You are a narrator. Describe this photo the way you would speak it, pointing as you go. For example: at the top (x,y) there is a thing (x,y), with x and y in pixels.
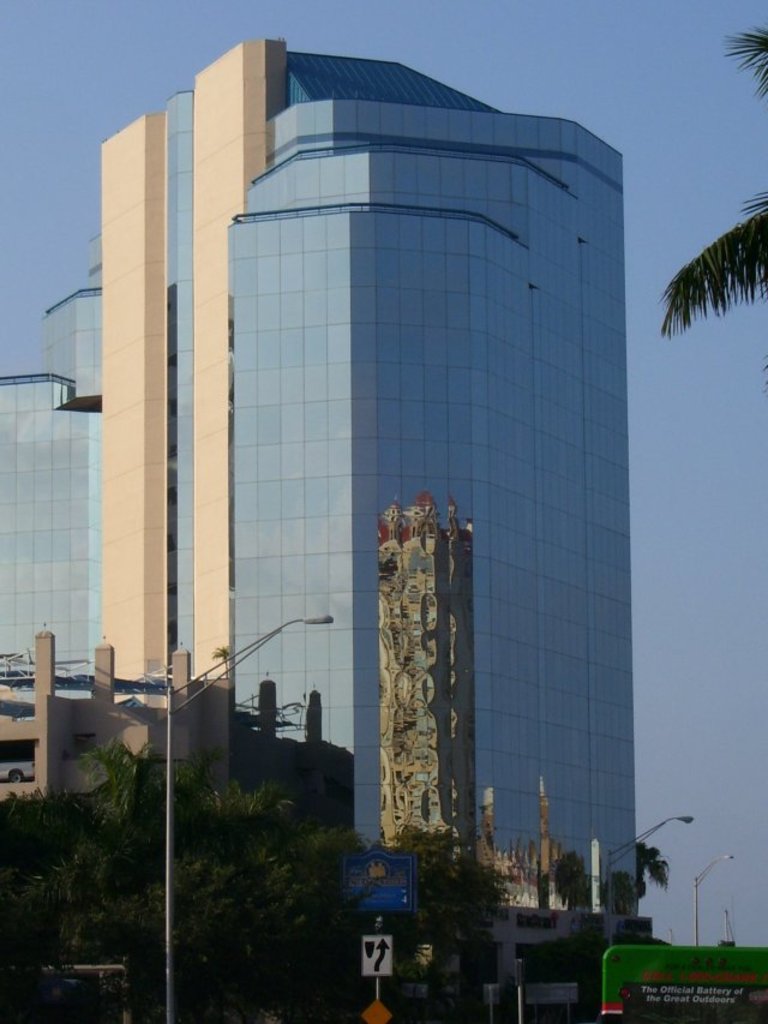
In this image we can see a building (188,211). There are many trees (322,884) in the image. There is a sign board (386,971) in the image. There are few street lights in the image. There is clear and blue sky (739,871) in the image.
